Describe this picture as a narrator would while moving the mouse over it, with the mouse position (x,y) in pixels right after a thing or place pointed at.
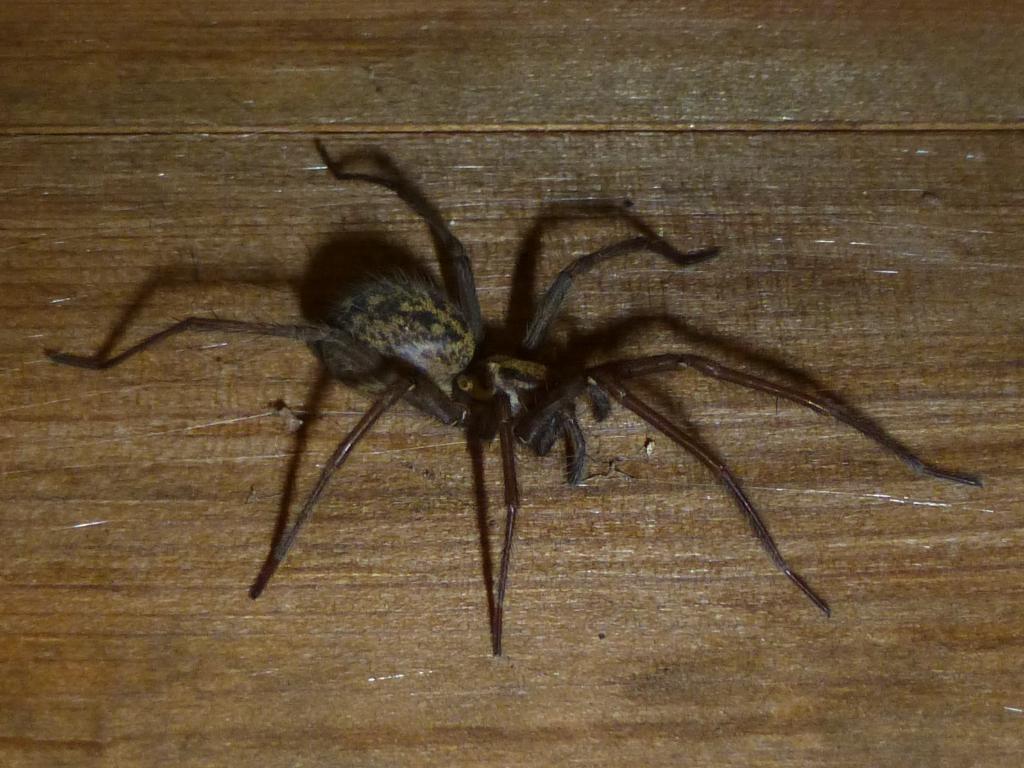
In this picture, we see the spider (416,385). It is in black color. In the background (161,377), we see a brown table (722,601) or a wooden wall (719,340).
